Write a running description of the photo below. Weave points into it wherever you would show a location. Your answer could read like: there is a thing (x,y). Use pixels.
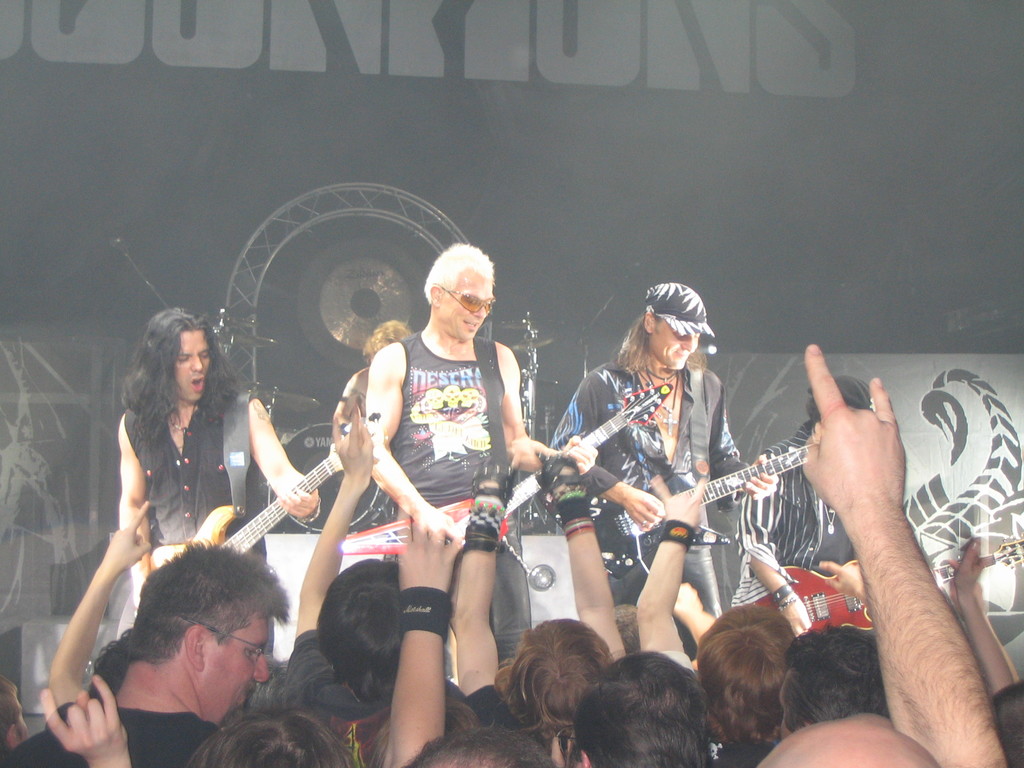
In this image I see 4 men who are standing and holding guitars (661,398) and I see many people (118,536) over here. In the background (341,307) I see another person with the drums (533,346).
